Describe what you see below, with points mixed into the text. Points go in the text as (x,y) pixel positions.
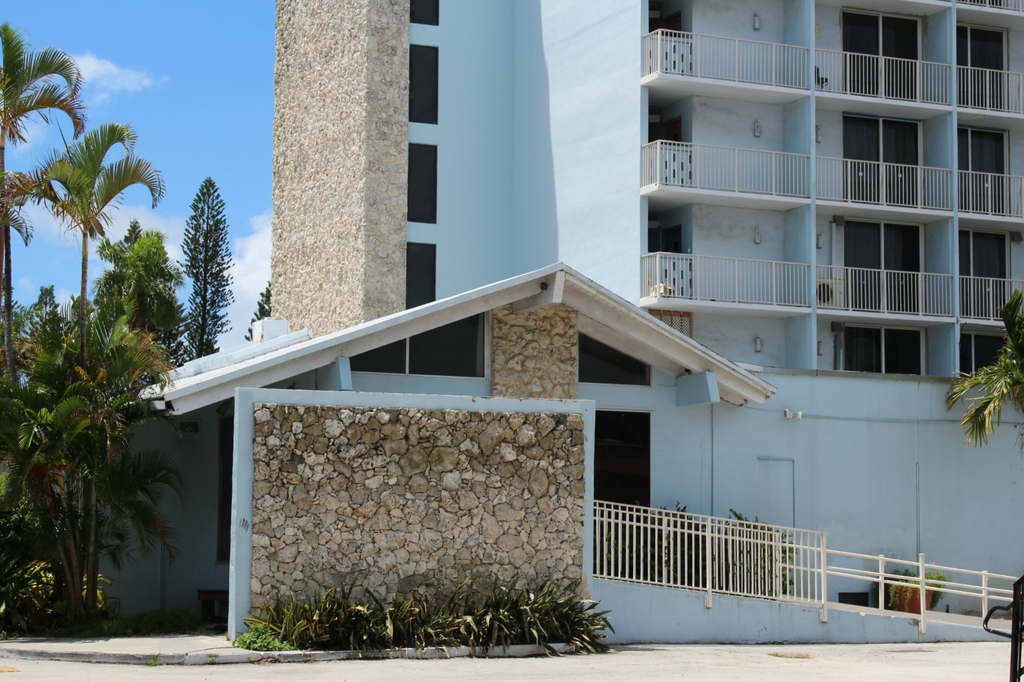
In the background (196,78) we can see the sky (198,88). In this picture we can see the building (629,133), railings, rooftop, trees (53,382), plants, objects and pot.
